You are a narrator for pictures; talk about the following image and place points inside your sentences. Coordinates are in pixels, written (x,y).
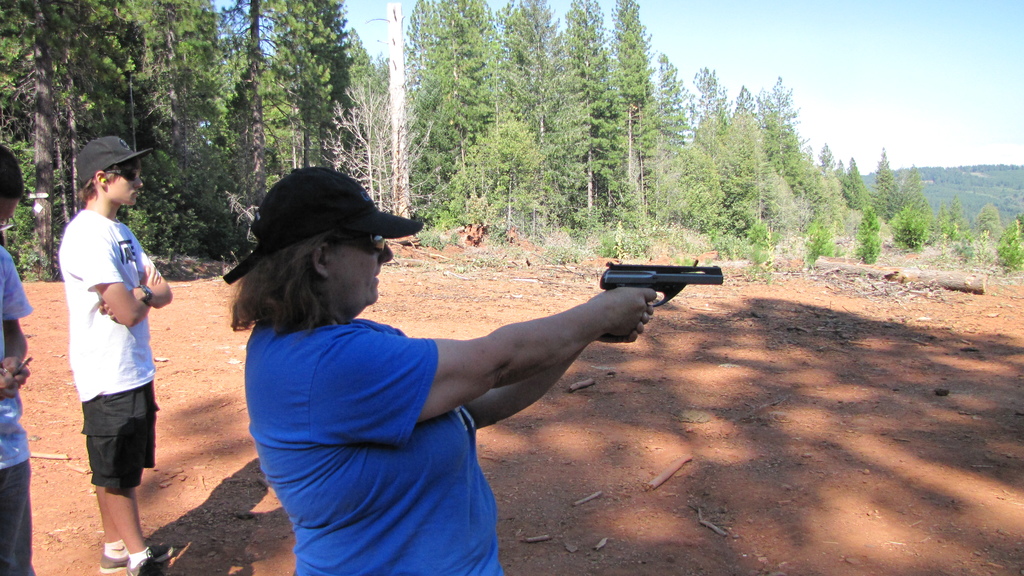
In this image, we can see a person (354,501) standing and holding a gun (695,274), there are two persons (78,308) standing, we can see some plants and trees (187,94), at the top (753,83) there is a sky (787,82).
